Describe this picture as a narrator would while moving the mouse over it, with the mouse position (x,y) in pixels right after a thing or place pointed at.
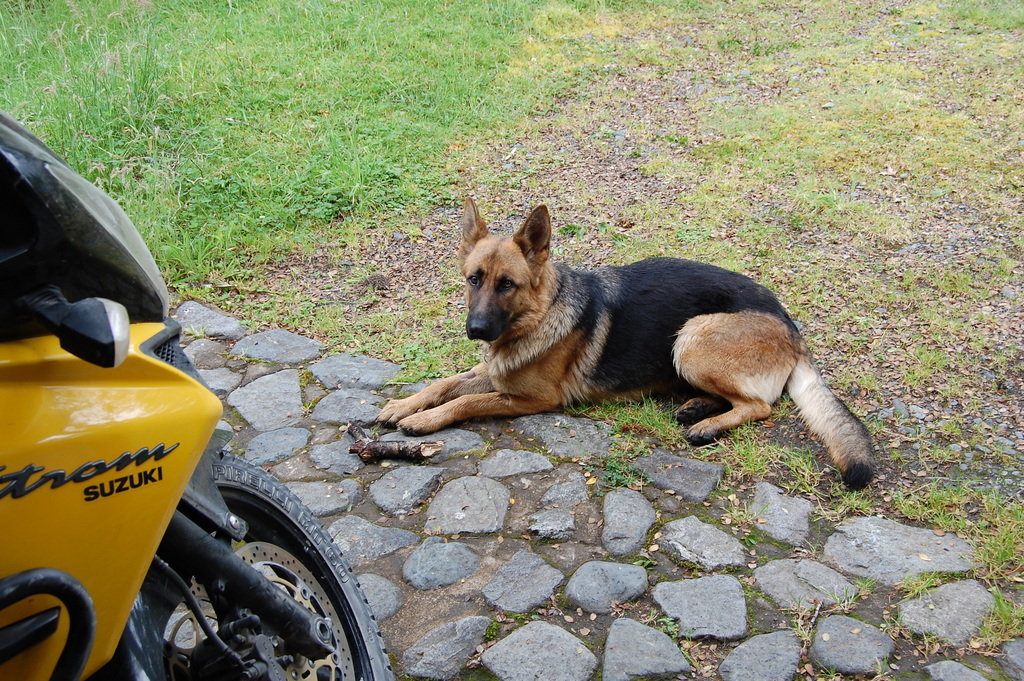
On the left side of the image (158,400) we can see a bike (103,500) with some text (132,488) on it. In the center of the image (515,369) we can see stones (348,469) and one dog (540,382). In front of a dog (421,401), we can see one object (426,443). In the background (500,157), we can see the grass (342,149).
